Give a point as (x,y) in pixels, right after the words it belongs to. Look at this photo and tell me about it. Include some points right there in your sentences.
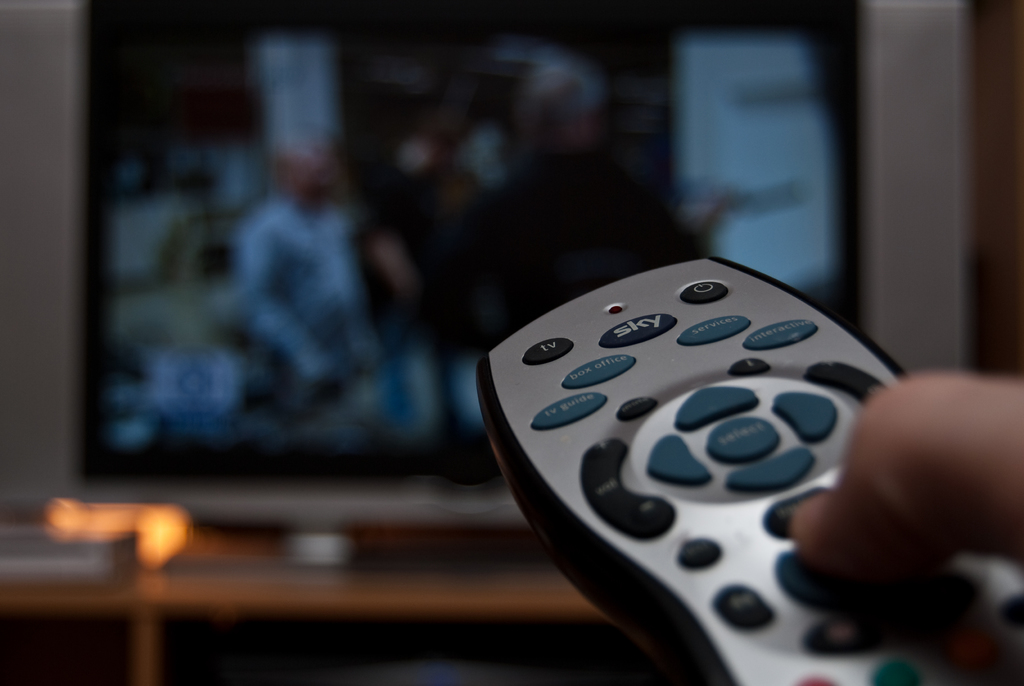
In this picture I can see there is a person (877,462) operating a remote (626,367) and there is a television (347,148) in the backdrop (402,296). The backdrop (89,356) is blurred.
